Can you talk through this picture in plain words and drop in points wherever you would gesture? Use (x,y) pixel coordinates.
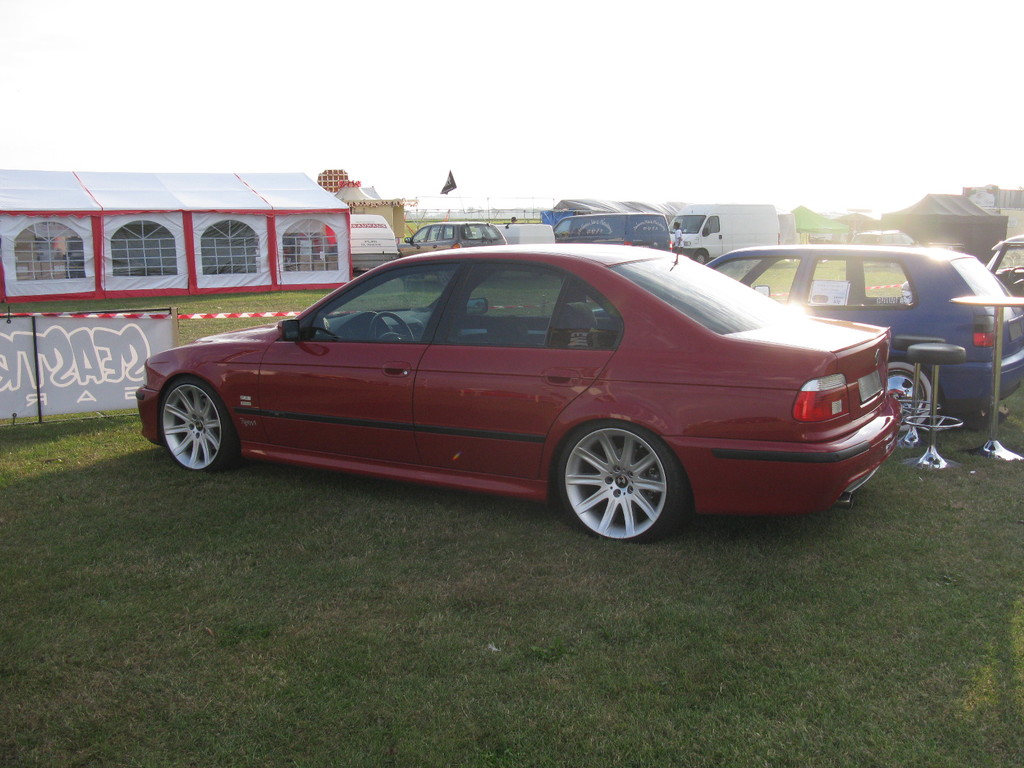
This is an outside view. Here I can see some vehicles (510,351) on the ground (468,564). At the bottom of the image (505,712) I can see the grass (372,682) in green color. On the left side (37,290) there is a white color tent (152,215) and a board (122,333) is placed on the ground (24,434). In the background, I can see a flag (447,185). On the top of the image (409,45) I can see the sky (707,45).
